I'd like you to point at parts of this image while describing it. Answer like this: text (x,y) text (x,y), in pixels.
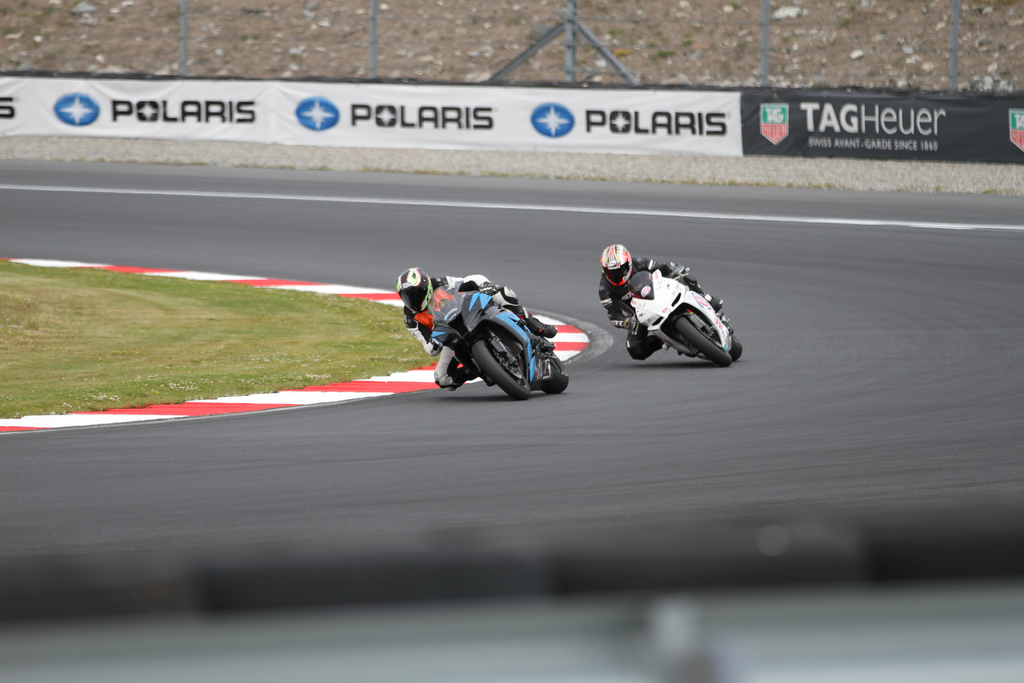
this is completely an outdoor picture and on the background (397,56) we can see a mesh (442,40) and this is a hoarding (707,139). Two persons (542,336) are participating in bike racing. In the middle (412,364) we can see a green grass (220,337) with a red and white paint (429,373) around it. This is a road (182,539).
